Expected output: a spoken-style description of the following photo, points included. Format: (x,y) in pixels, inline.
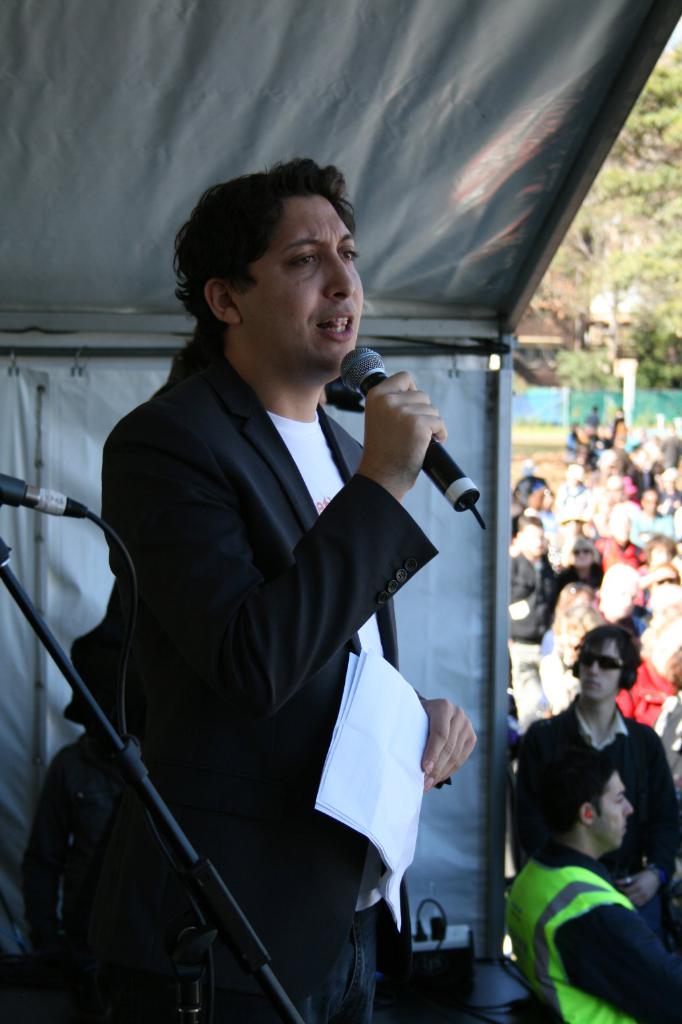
This is a picture of a man (210,628), who is holding the microphone (368,386) and paper (383,732). On the right side of this man (389,530) there are group of people (587,631) standing on the floor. Background of this man (268,501) is a tent (202,164).
